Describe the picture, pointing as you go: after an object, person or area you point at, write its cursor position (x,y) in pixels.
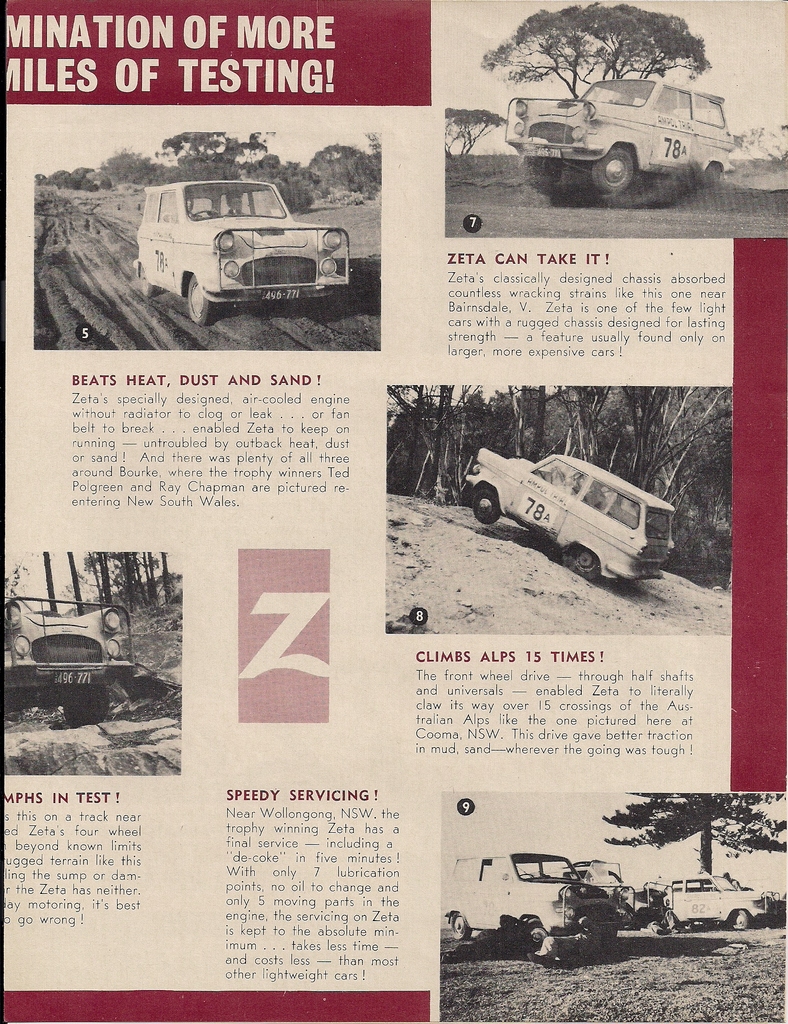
In the picture we can see a magazine (411,952) with some images (637,469) of a car (616,879) and some information (154,376).
